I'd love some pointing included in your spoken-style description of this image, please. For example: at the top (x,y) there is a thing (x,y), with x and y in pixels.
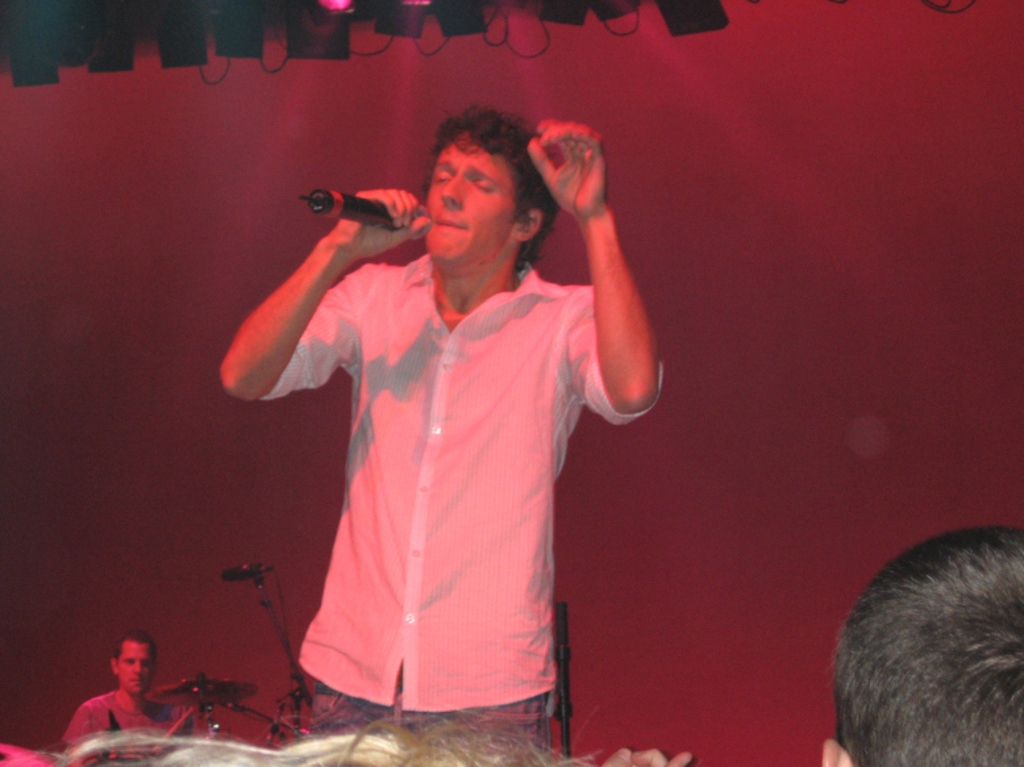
In this image there is a person (441,454) wearing white color dress (430,388) holding microphone (363,213) in his hands (401,217) and at the background of the image (126,724) there is a person (133,681) who is beating drums (185,695).
